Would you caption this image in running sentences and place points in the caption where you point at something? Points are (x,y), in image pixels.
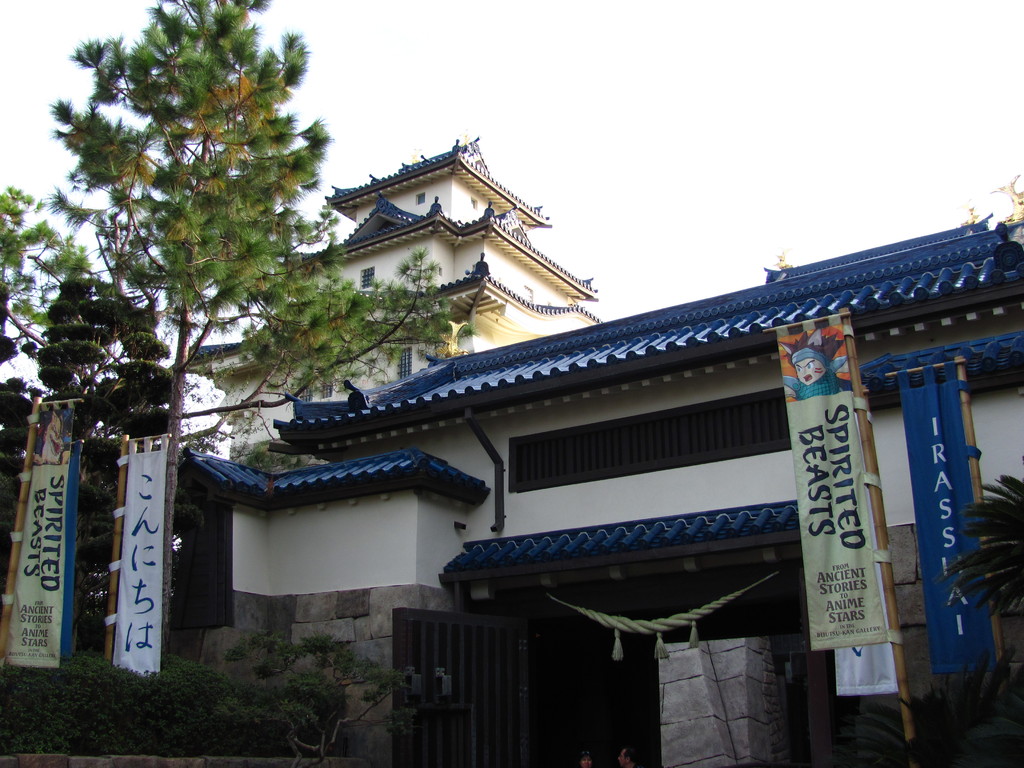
In this image we can see small plants (243,712), shrubs (100,699), stone wall (344,695), banners (845,609) to the wooden sticks (889,607), gate (424,659), Japanese architecture (569,644), trees (302,376) and the sky (748,132) in the background (729,245).
